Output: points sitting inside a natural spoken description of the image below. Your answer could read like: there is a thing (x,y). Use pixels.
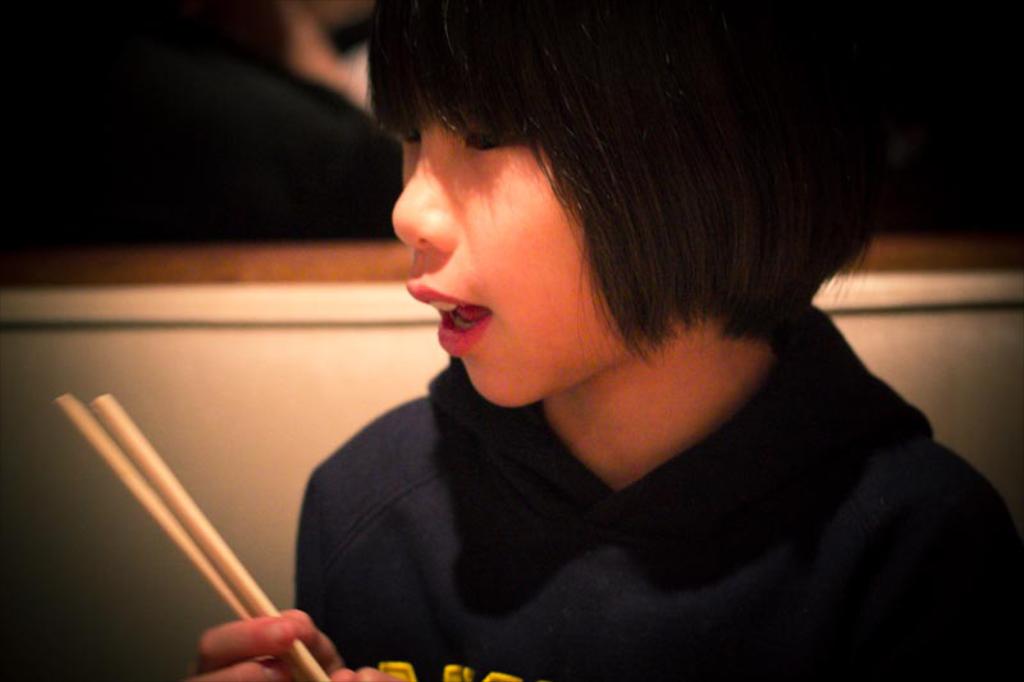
She is sitting in a chair (283,564). She is holding like a sticks (228,549). We can see her mouth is open. In the background (270,184) there is a dark part (347,236).
